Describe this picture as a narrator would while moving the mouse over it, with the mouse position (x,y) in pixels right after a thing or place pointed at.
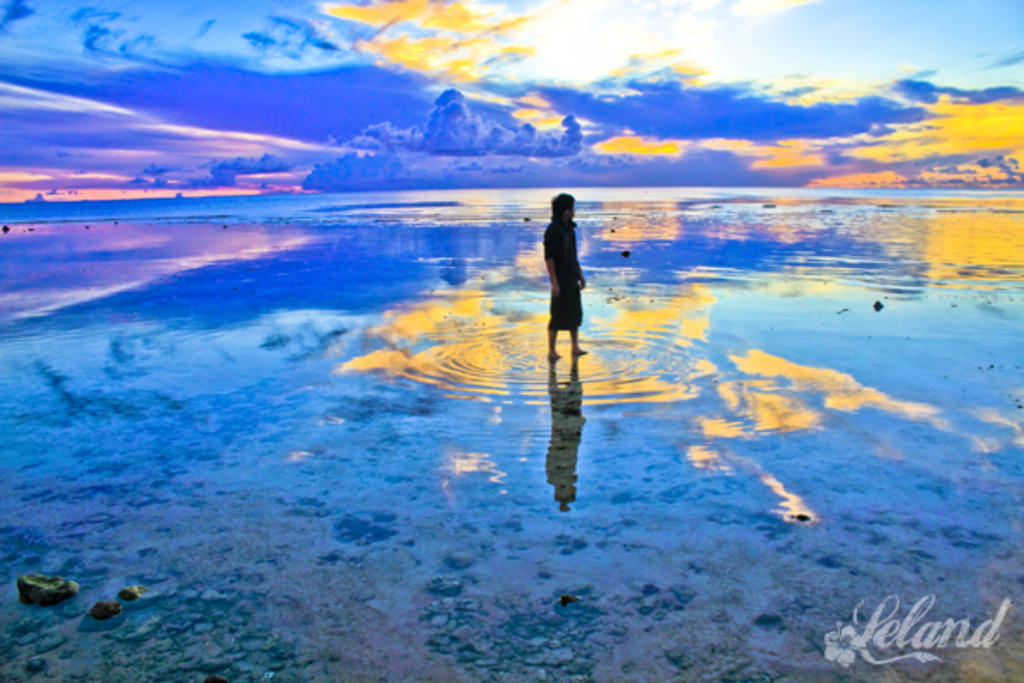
The boy (569,223) in the middle of the picture (569,250) is standing. In this picture, we see water (629,556) and this water (505,436) might be in the lake (154,361). At the top of the picture (321,99), we see the clouds (476,96) and the sky (690,72), which is blue in color. This might be an edited image.
